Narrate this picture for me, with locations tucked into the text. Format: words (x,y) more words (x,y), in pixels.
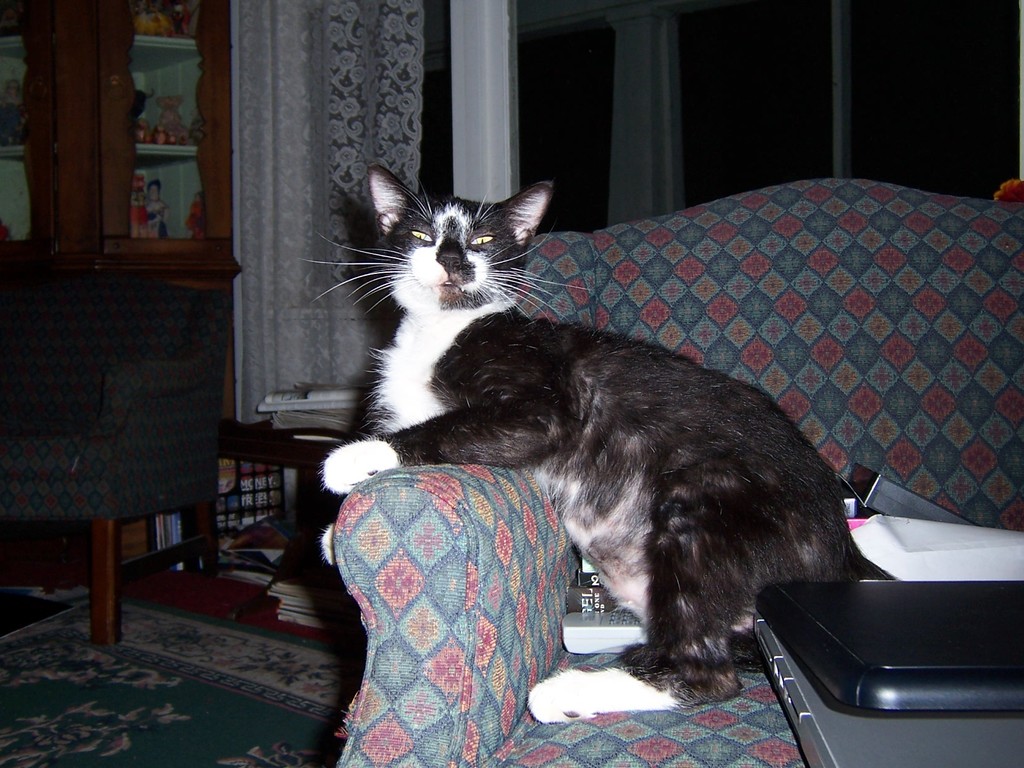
In the center of the image (569,270) we can see one couch (795,390). On the couch (517,547), we can see books (597,599), papers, one remote (612,612), one box (899,493) and one cat (671,428), which is in black and white color. In front of the couch (985,335), we can see one table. On the table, we can see one laptop (865,652), which is in black color. In the background (352,42) there is a wall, carpet (176,664), curtain (270,363), chair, table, bookshelves (103,145), toys (136,211) and a few other objects (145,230).
